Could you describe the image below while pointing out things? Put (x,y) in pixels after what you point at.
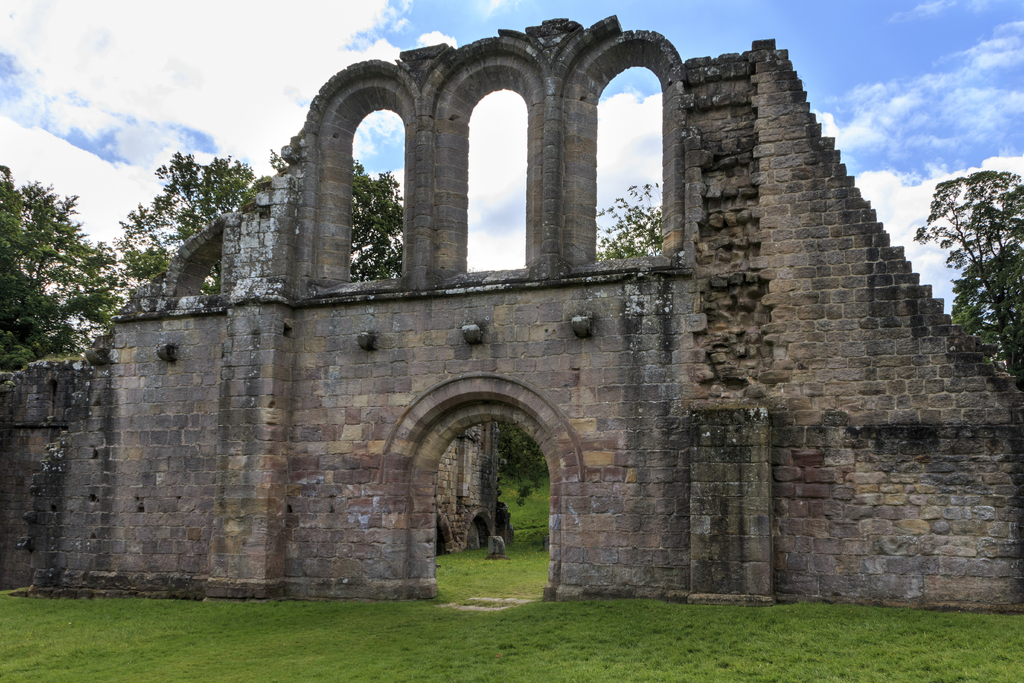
In this image we can see a monument (386,426). We can also see some grass (422,607), a group of trees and the sky (219,116) which looks cloudy.
